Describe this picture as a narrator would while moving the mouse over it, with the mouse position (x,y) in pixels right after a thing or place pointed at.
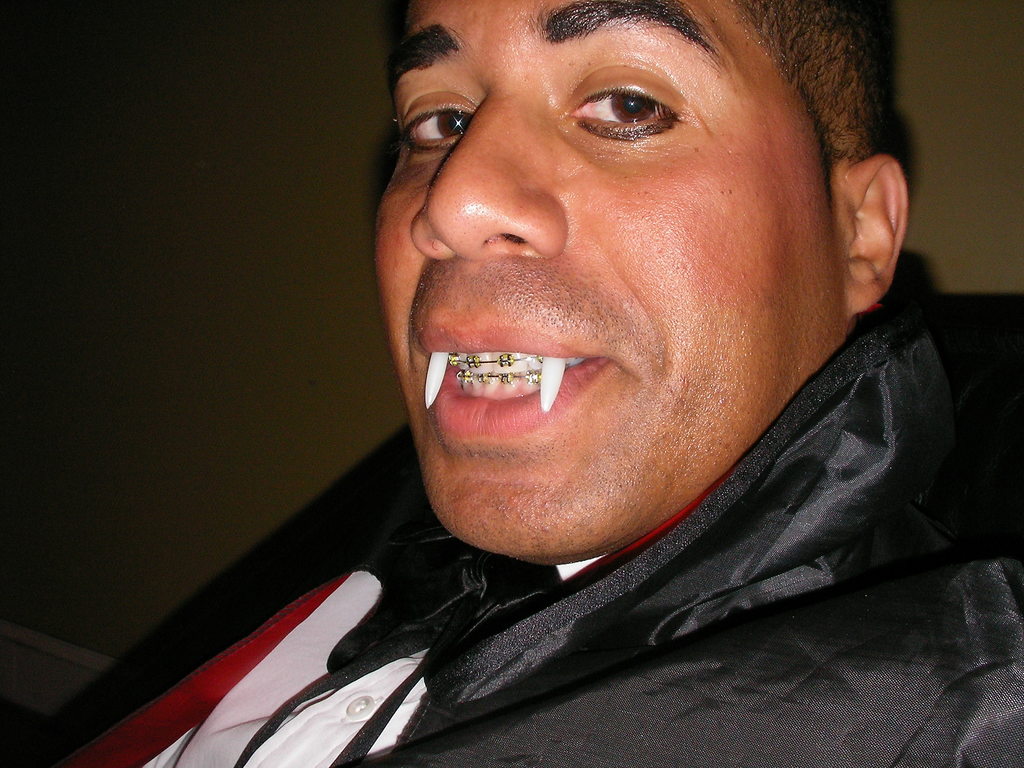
This image is taken indoors. In the background (246,302) there is a wall (208,286). On the right side of the image (700,409) there is a man (626,610). He is with dental braces (472,359) on the teeth (480,373) and there are two devil teeth (551,387).
